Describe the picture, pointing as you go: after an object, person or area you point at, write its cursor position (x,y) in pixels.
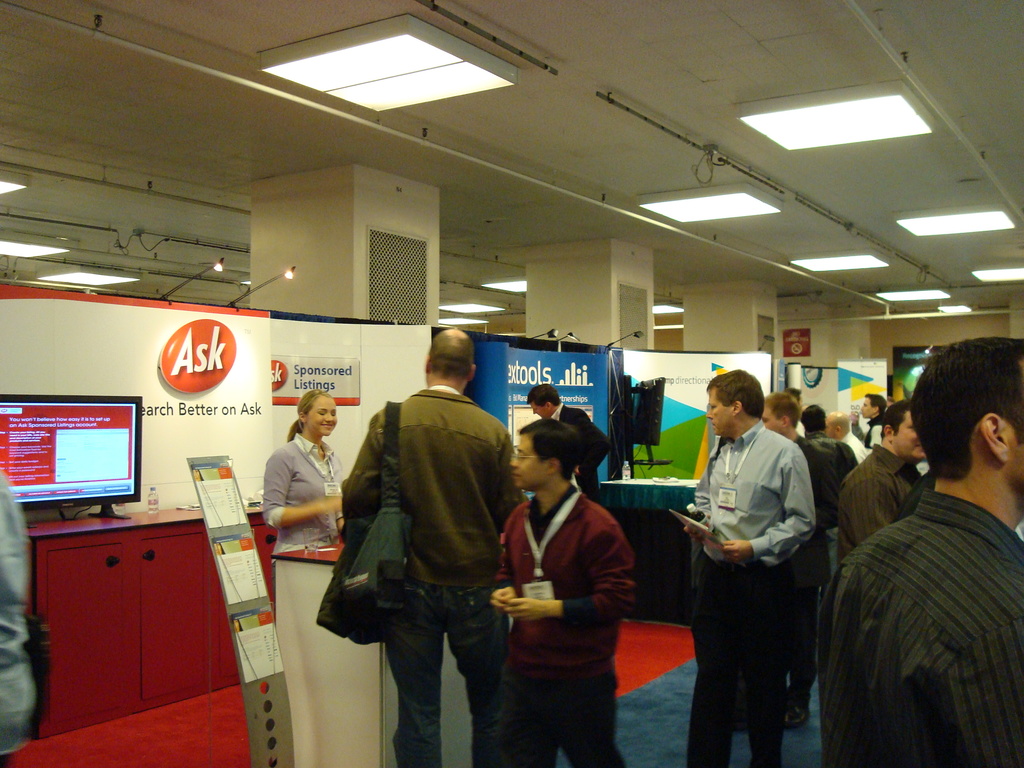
In this image we can see electric lights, grills (372,232), computers (108,426), disposal bottles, cupboards (131,597) and persons (591,481) on the floor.
